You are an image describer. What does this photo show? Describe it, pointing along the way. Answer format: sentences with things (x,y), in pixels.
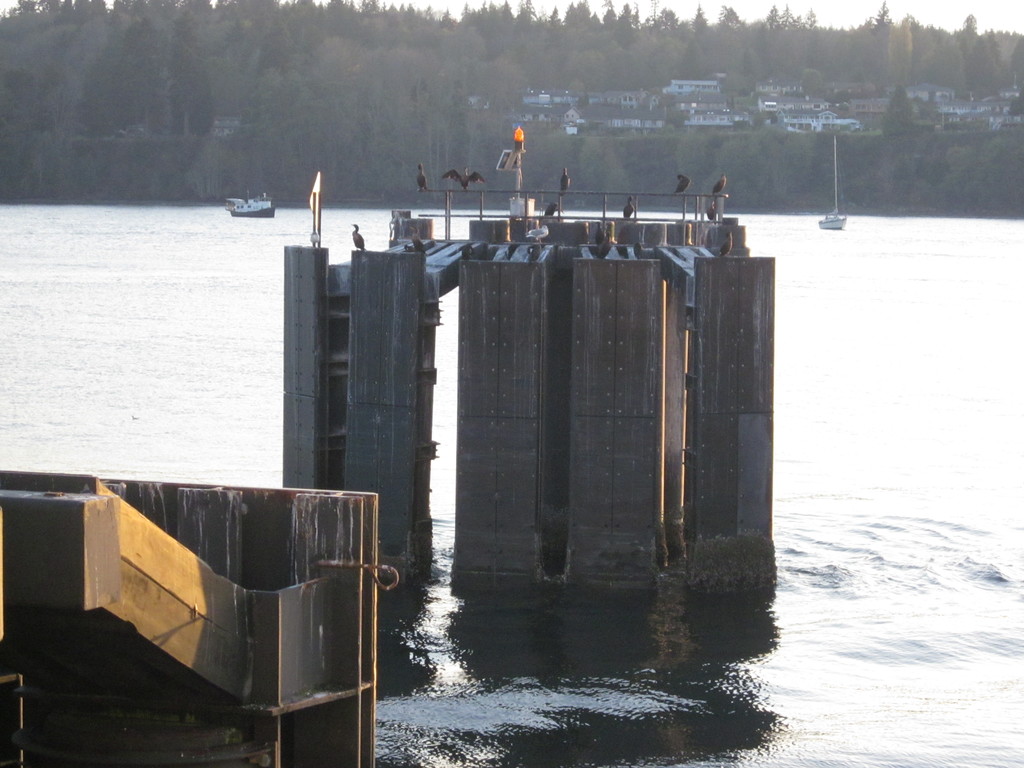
In the center of the image (477,407) we can see a concrete structure (413,378) and we can see some birds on the structure (428,237). In the background (622,87) we can see many trees (585,141) and also some buildings (607,113). There are also boats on the surface of the water (783,237).
